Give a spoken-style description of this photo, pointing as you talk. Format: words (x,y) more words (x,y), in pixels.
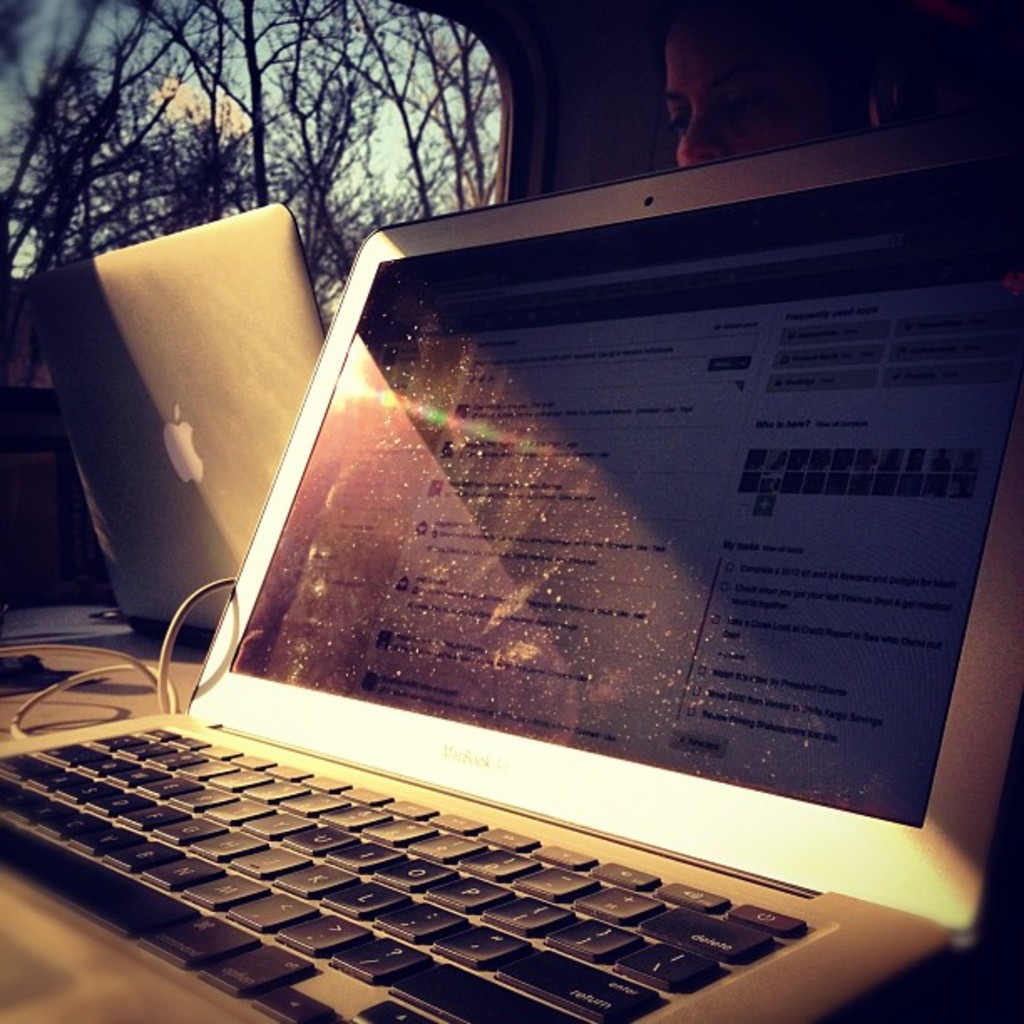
In this image we can able to see a laptop (787,490), and there is a person (682,81) who is working on another laptop (193,459), and we can able to see trees (179,77), and also we can see a wire (161,655) connected to the laptop (127,733).
